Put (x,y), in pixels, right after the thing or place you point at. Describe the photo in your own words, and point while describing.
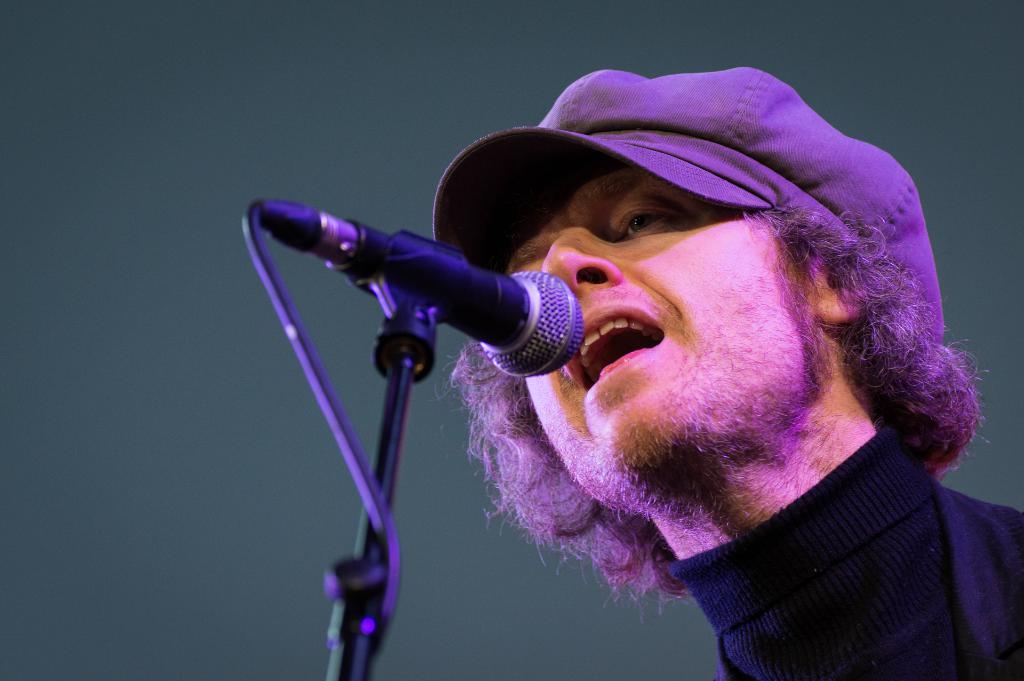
In the picture I can see a man (640,464) who is wearing a cap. I can also see a microphone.
